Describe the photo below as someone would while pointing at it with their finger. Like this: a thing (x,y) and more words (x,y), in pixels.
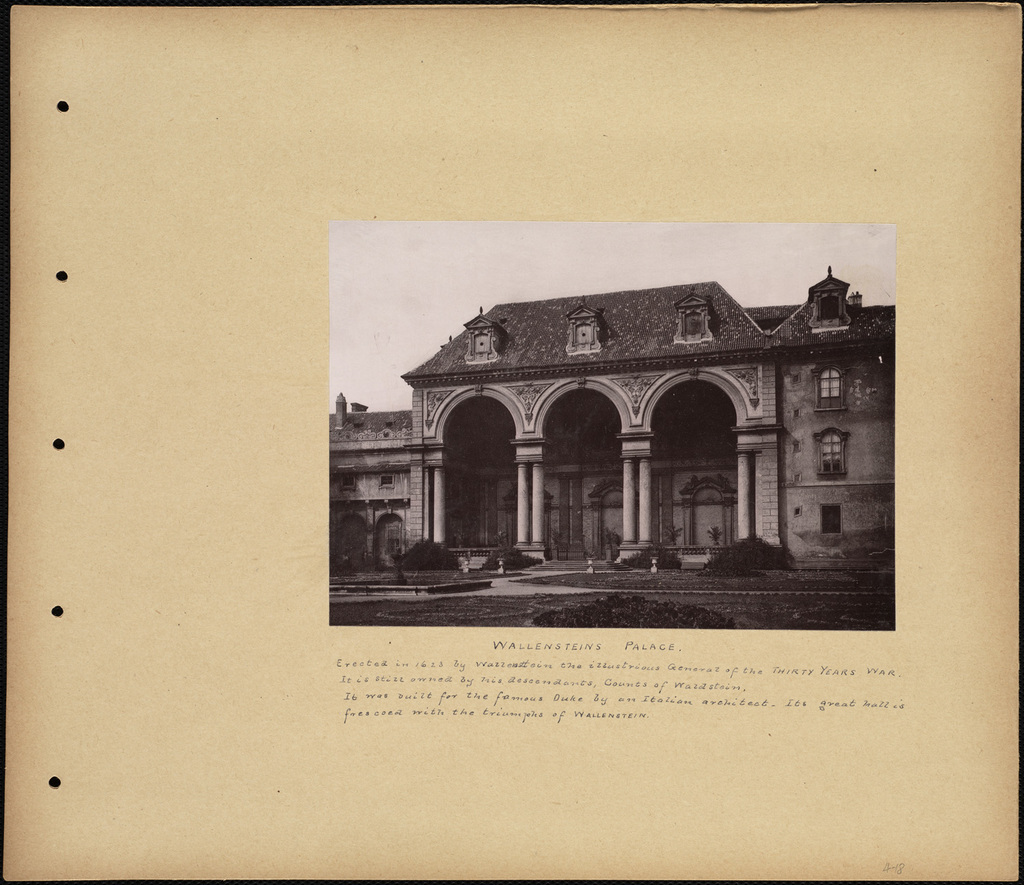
This looks like a paper (517,743). On that there is a picture (506,313) pasted. There is a picture (432,438) of the building (487,443). There is something written under that.
